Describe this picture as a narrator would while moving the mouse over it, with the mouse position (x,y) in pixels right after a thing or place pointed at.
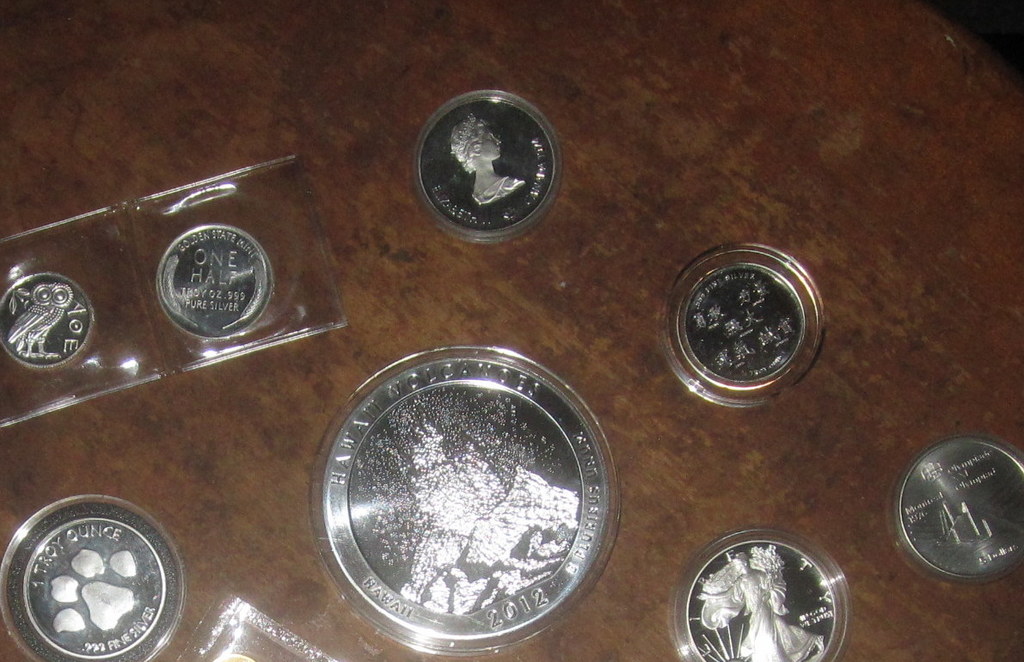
In this image we can see there are coins (489,184) on the surface (635,120). There are different symbols (454,491) on the coins (455,499).
